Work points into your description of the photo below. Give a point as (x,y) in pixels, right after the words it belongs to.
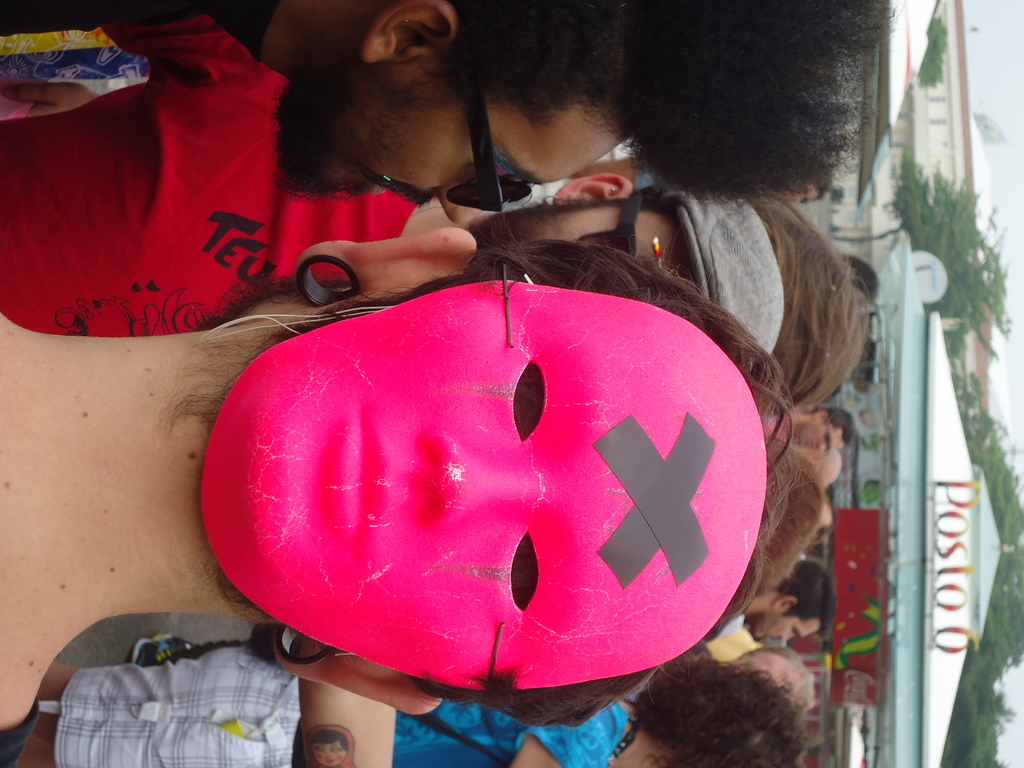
In the center of the image (434,410) we can see a person (441,443) wearing a mask (380,432). We can also see a group of people (247,242) standing beside him. On the backside (894,551) we can see a building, a house (929,586) with a roof (947,689), a group of trees (938,206) and the sky (1000,184).
